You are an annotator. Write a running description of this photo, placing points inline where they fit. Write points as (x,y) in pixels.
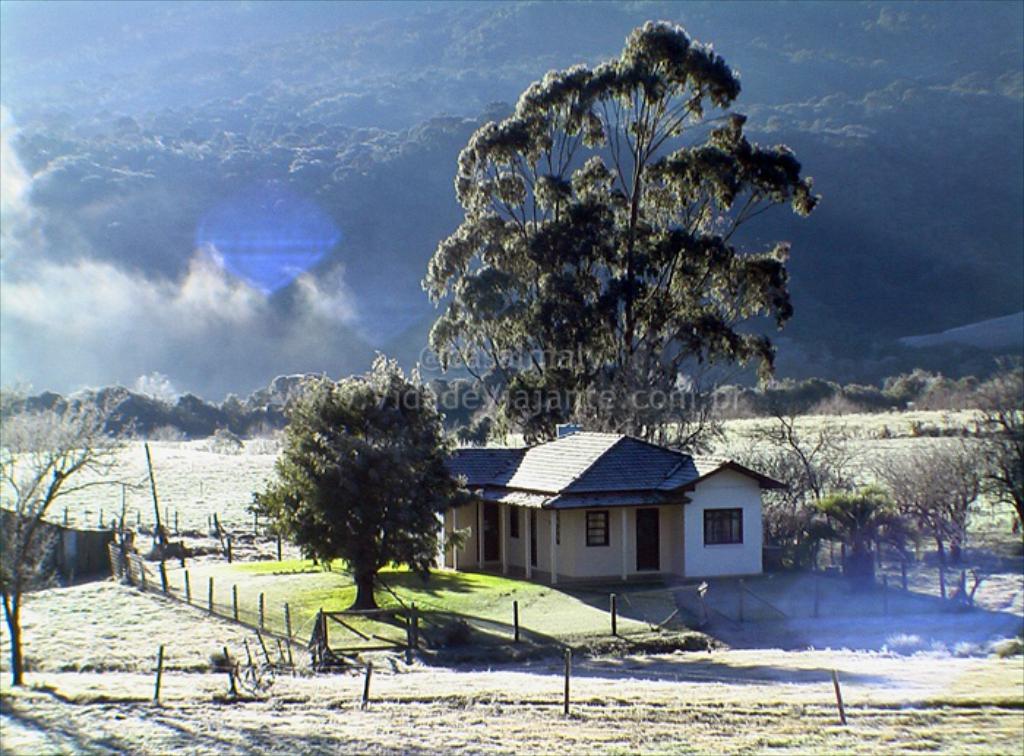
In the foreground (400,593), I can see grass (414,682), fence (287,656), trees (402,417), houses (677,511) and a text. In the background (348,368), I can see smoke (354,307) and mountains (826,254). This image looks like an edited photo.
